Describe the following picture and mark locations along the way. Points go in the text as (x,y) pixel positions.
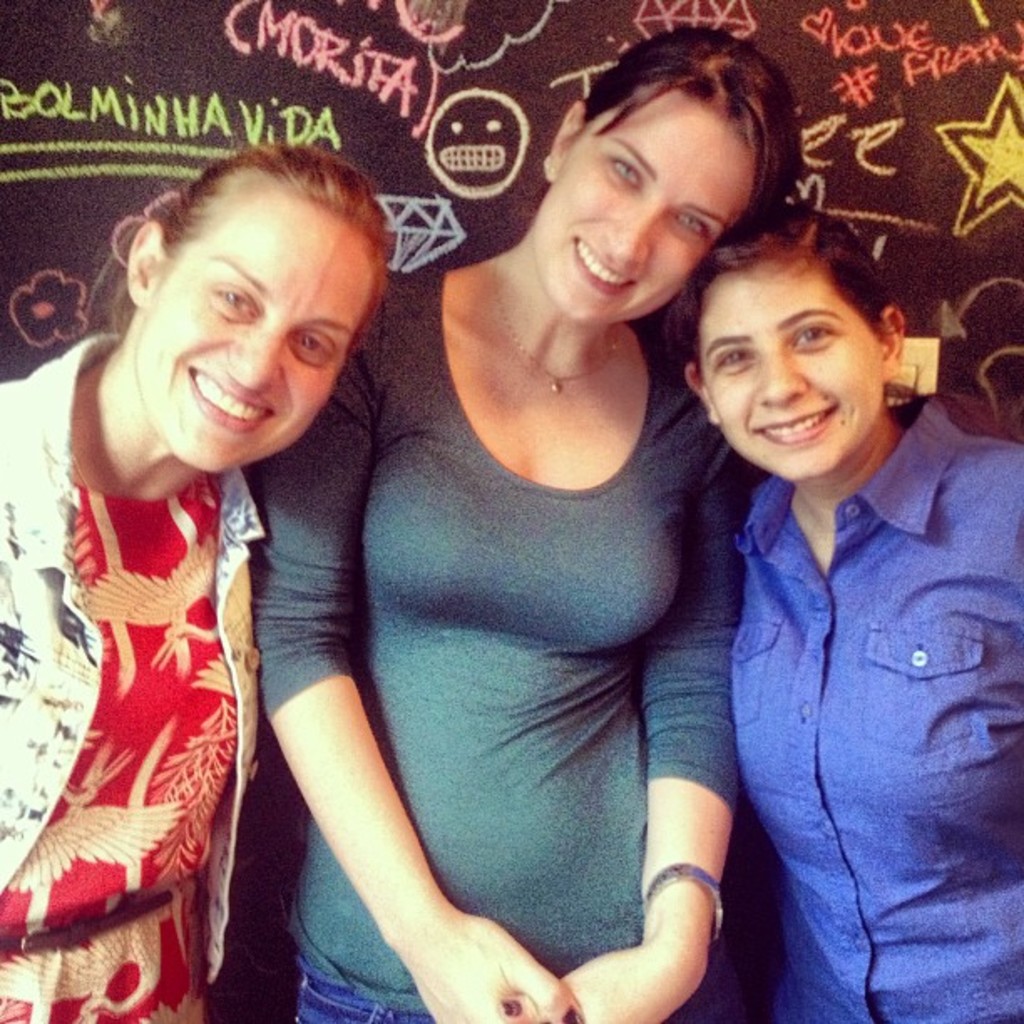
In this picture, we see three women (252,560) are standing. They are smiling and they are posing for the photo. Behind them, we see a wall (157,90) or a board (99,201) in black color with some text (332,136) written on it.
